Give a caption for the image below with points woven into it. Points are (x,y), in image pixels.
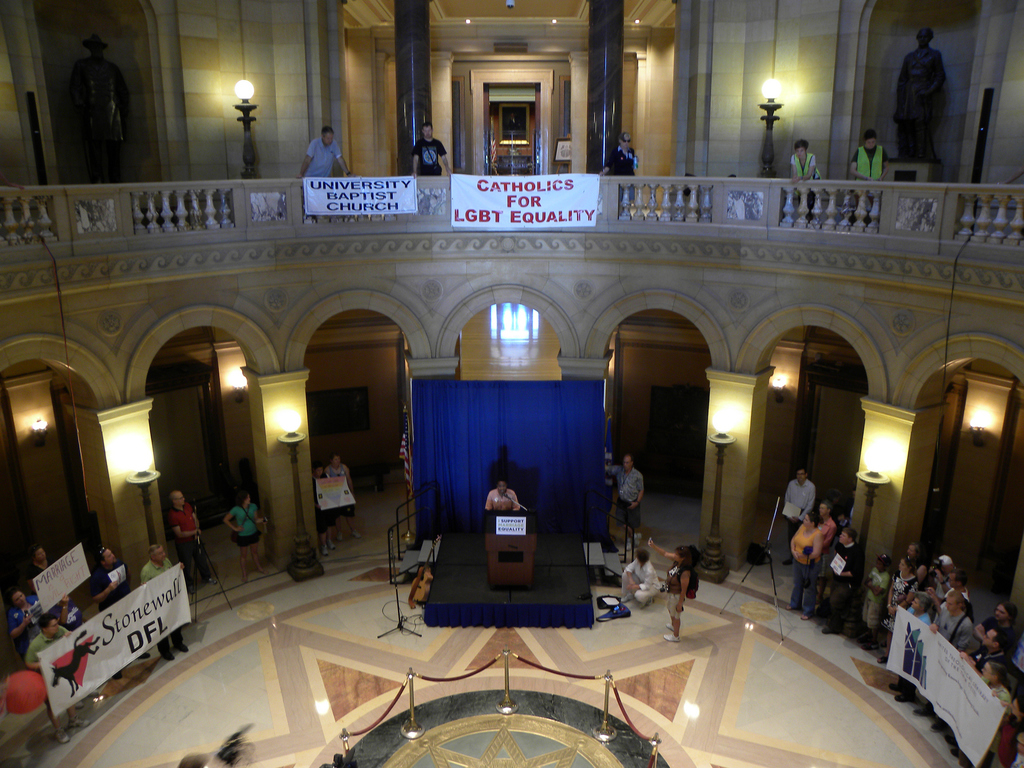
In the center of the image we can see one stage (558,552). On the stage (565,567), we can see one person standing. In front of him, we can see one stand (519,539), one banner (519,533), one microphone (528,509) and a few other objects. On the left side of the image (59,630) we can see a few people (46,631) are standing and they are holding banners (147,608). On the right side of the image (988,639) we can see a few people (994,673) are standing. Among them, we can see a few people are holding banners (915,673). In the background (908,405) there is a wall (300,78), curtain (569,472), one door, poles (406,72), pillars (403,59), lights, statues (118,105), fences (56,206), banners (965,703), stands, one bag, few people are standing, few people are holding banners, one person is sitting and a few other objects (612,574). On the banners (968,716), we can see some text (509,524).
